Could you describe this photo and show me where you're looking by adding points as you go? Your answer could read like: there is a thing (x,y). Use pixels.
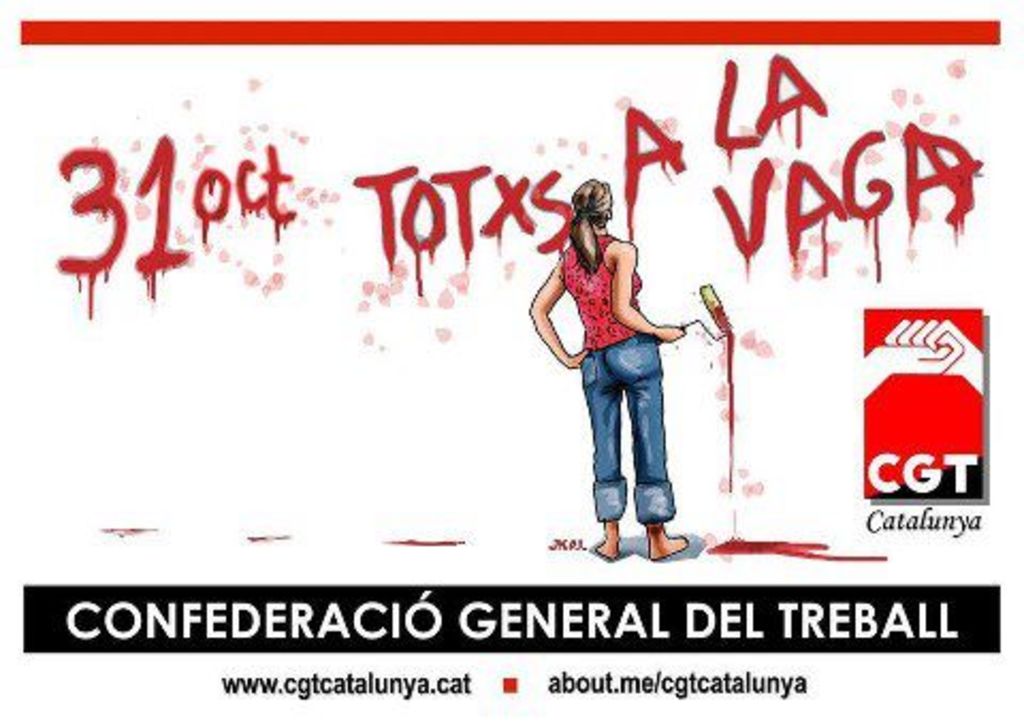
There is a poster (792,215), in which, there is a woman (632,306) holding paint roller (705,330) and standing on the floor (253,538) in front of a wall (682,123), on which, there are texts (966,177). Below this, there are other texts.
